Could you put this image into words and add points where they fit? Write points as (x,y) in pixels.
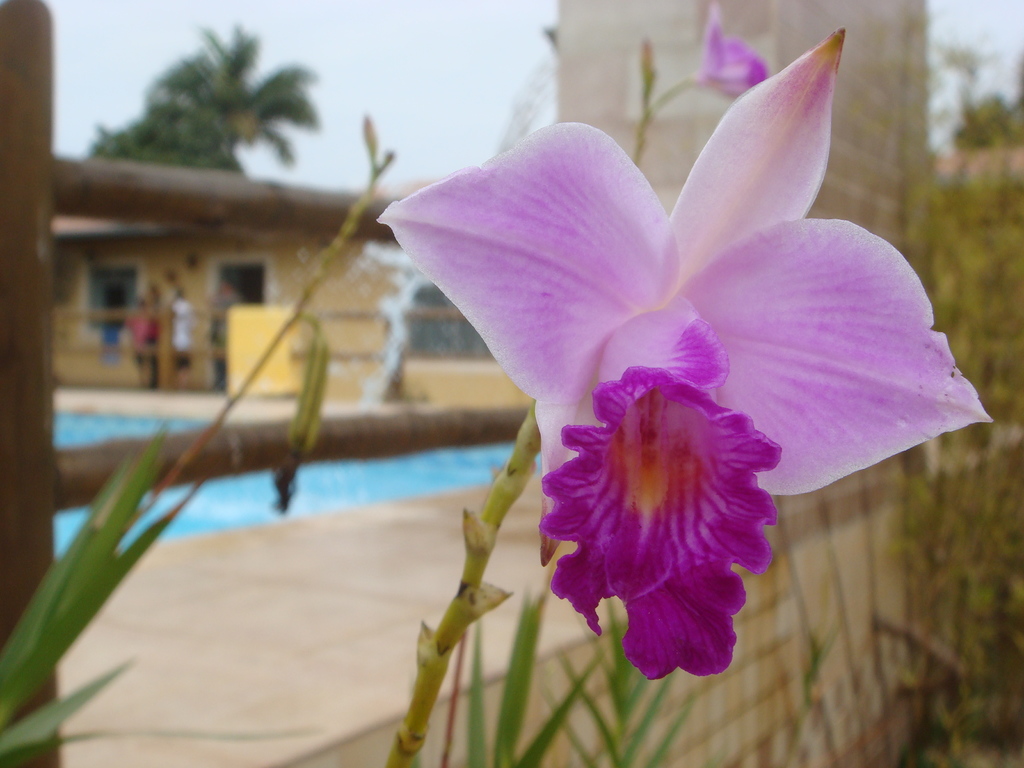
In this picture I can see the pink flower (709,425) on the plant (527,678). In the back (390,484) I can see the swimming pool (386,488). In front of the house (249,285) I can see three persons (135,340) were standing near to the wooden fencing (171,320). Beside them I can see the yellow color object (250,353). Behind the house (197,334) I can see the trees (170,132). At the top (454,49) I can see the sky (470,43).
